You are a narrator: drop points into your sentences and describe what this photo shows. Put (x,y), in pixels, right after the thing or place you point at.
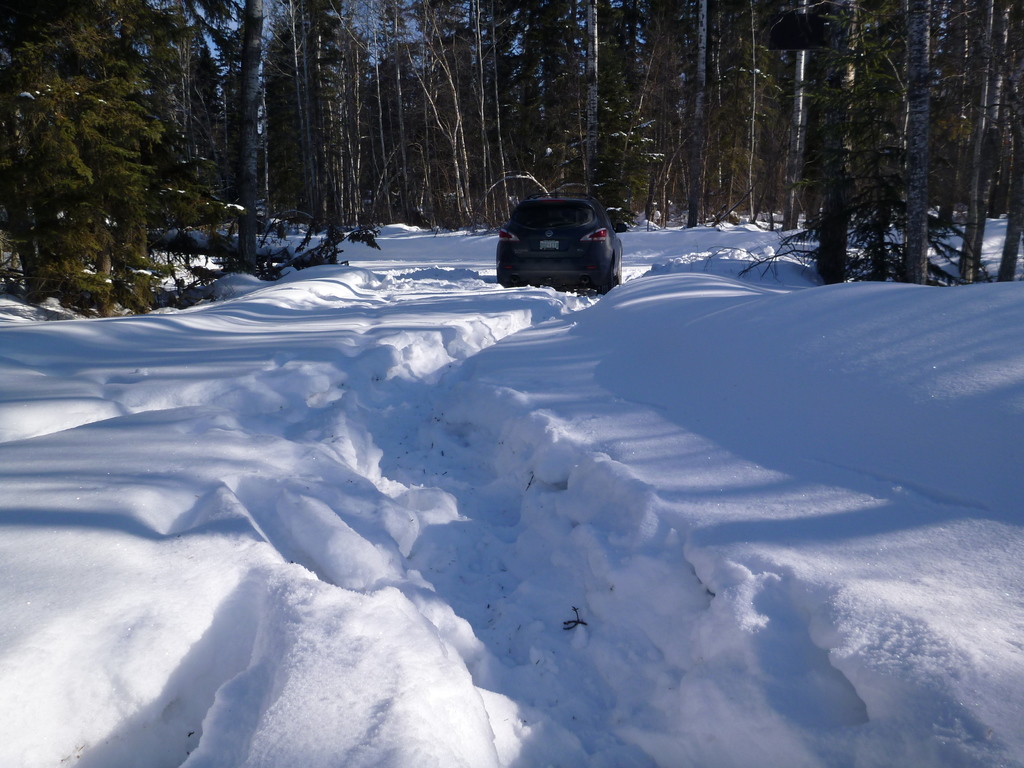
This is snow (568,601) and there is a car (612,266). In the background (281,179) we can see trees (897,30).
